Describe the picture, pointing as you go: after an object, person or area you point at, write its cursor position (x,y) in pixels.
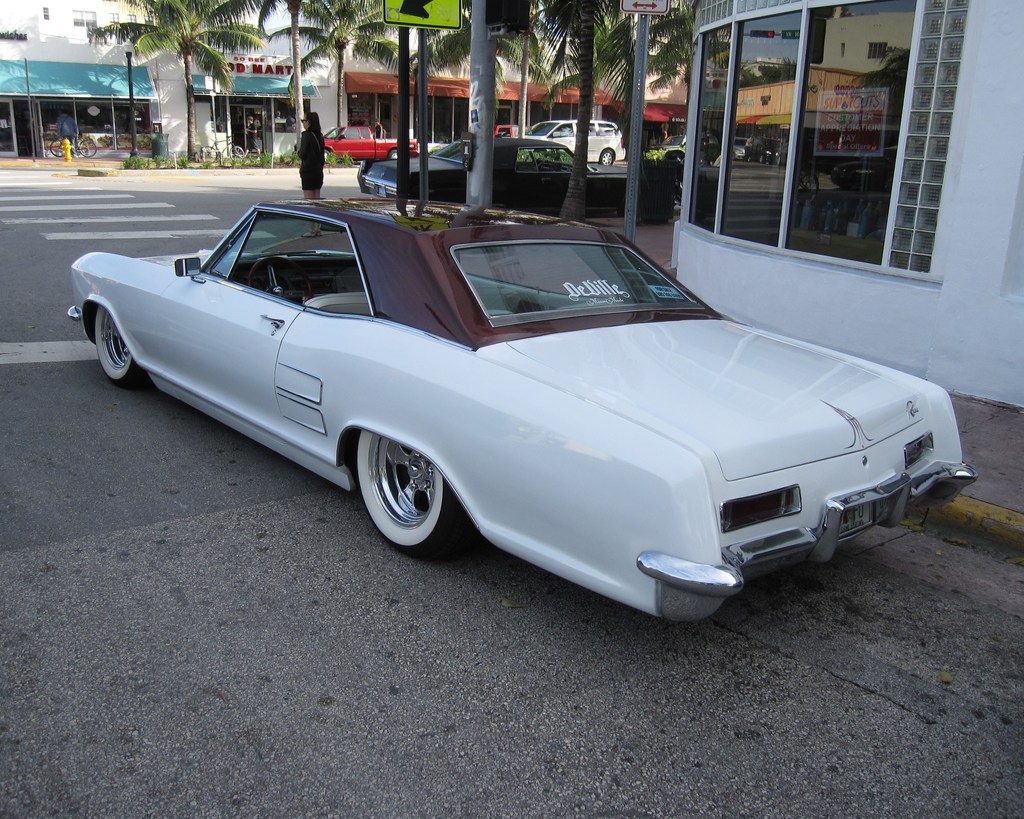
This image consists of a car (513,545) in white color. At the bottom (426,678), there is a road (430,688). On the right (858,179), there is a window (887,259) of a building (860,243). In the background (226,119), there are many shops (373,107) and buildings (459,78) along with the cars (397,145) on the road (78,185). On the right (692,13), we can see poles (643,75) and trees (229,46).
